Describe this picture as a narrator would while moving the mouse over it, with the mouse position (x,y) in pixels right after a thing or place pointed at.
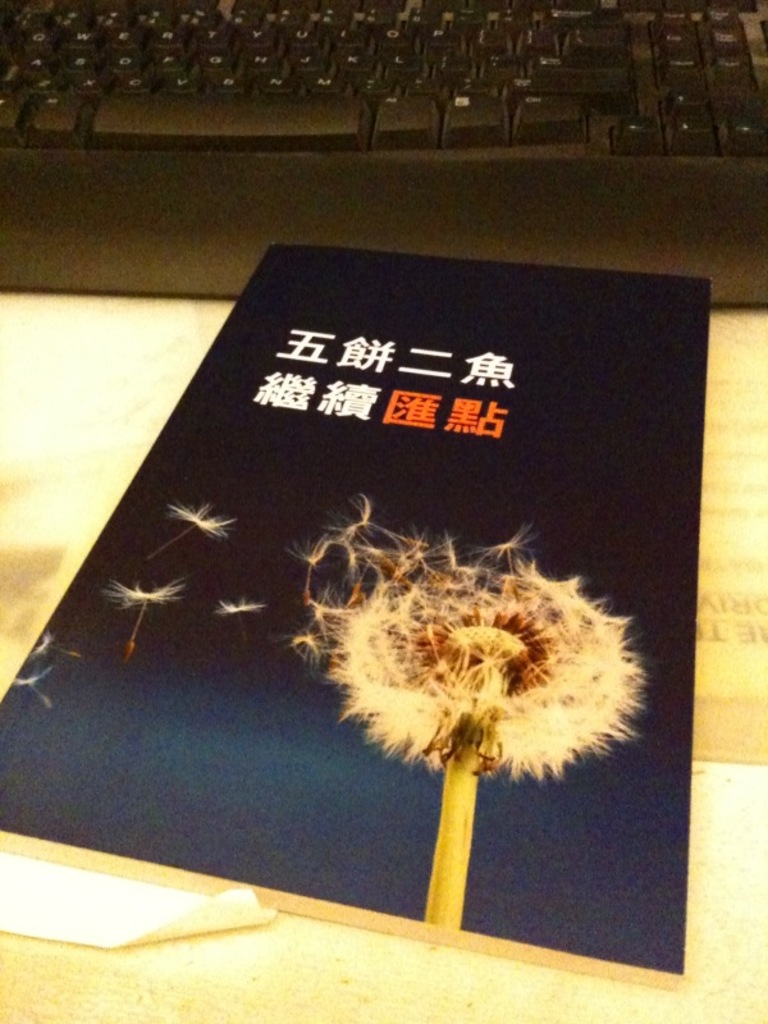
This picture shows a poster (506,605) and we see a flower (547,671) on it on the table (209,1015) and we see a keyboard (471,231).
